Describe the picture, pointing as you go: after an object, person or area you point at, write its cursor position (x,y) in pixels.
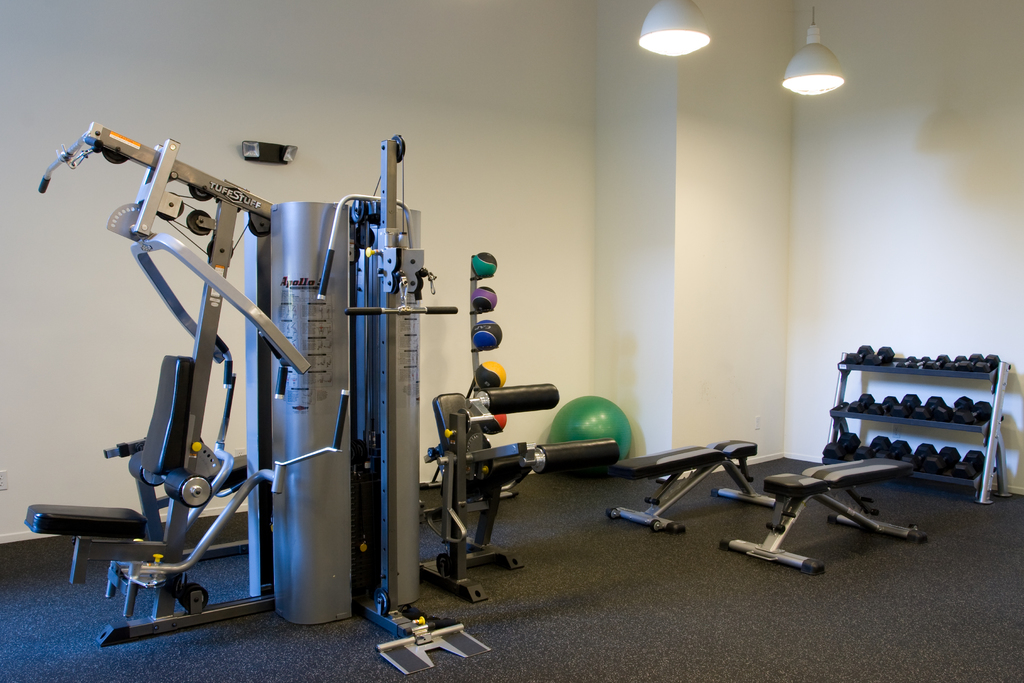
There are some exercise equipment (406,378) in a room (502,345) like muscle equipment (182,421), dumbbells (885,350) and some other objects (568,424).
